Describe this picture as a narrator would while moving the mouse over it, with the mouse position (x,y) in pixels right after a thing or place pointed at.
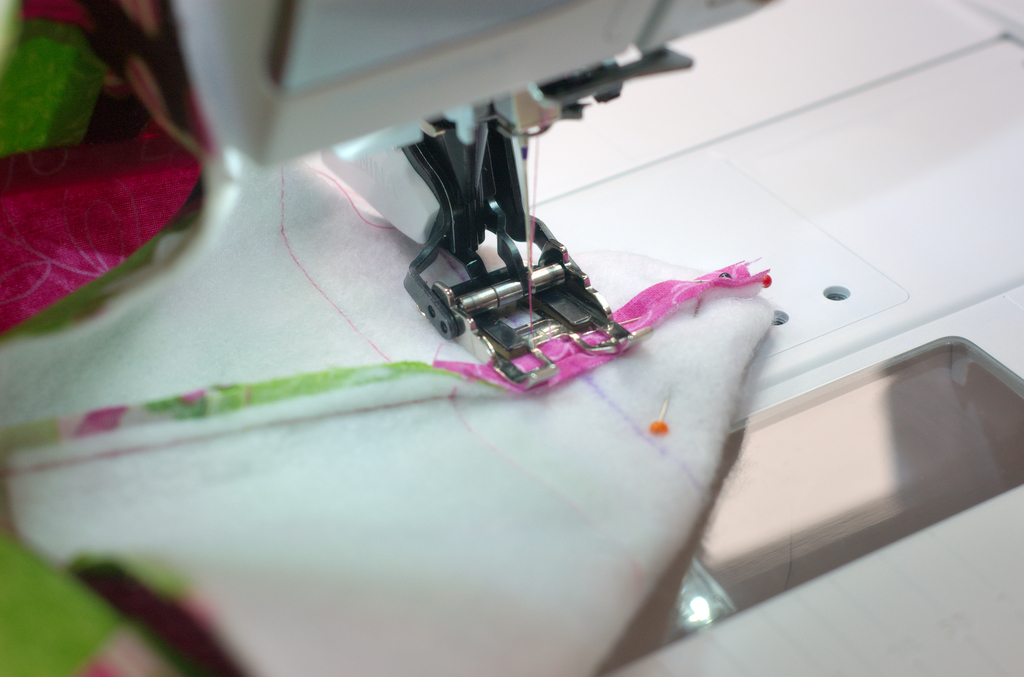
In the foreground of this image (462,78), there is a sewing machine (474,134) on which a folded cloth (423,460) is present on it and a needle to it.
